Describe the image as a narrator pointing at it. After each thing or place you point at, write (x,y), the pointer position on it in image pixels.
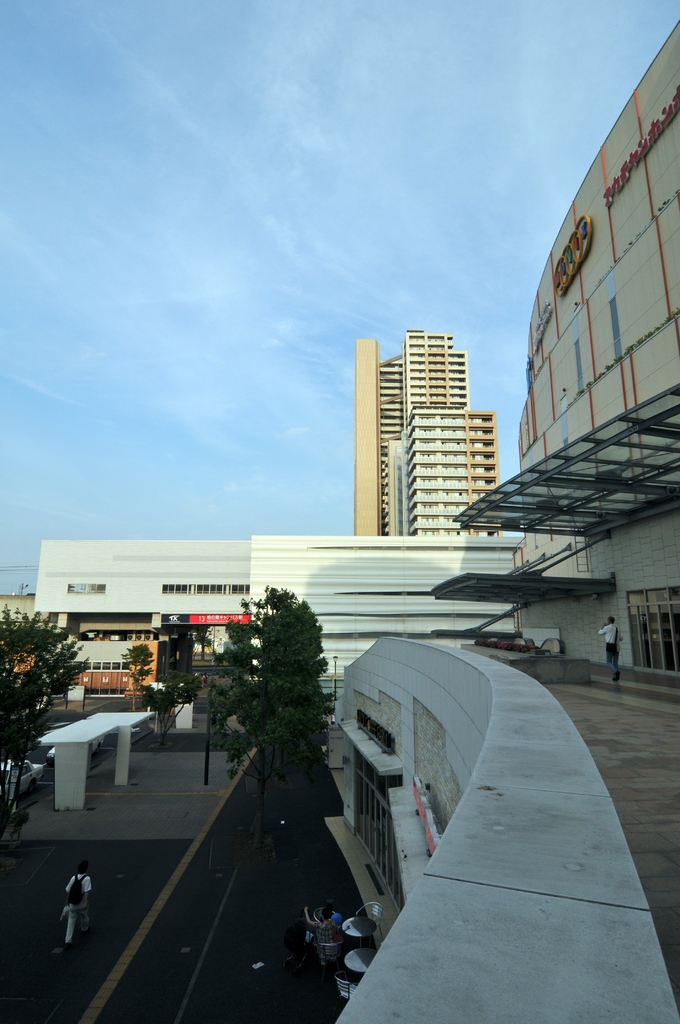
In this image I can see few people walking on the road (31,1006), trees (17,711) in green color, buildings (410,586) in white and cream color and the sky (340,362) is in blue color.
